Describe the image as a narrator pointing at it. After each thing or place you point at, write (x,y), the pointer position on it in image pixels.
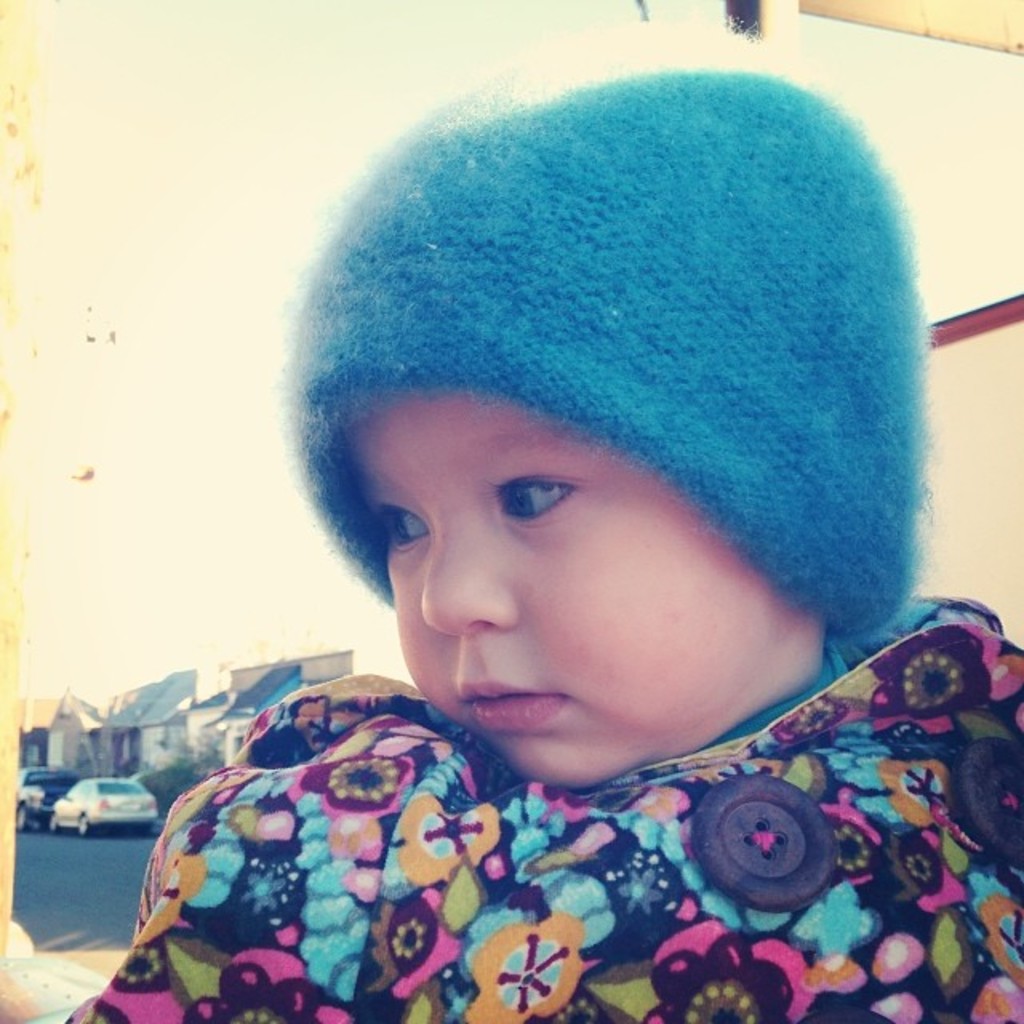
In this image we can see a kid (658,762). In the background (84,916) we can see houses (189,715), cars (50,797), road (100,870), and sky (207,258).
